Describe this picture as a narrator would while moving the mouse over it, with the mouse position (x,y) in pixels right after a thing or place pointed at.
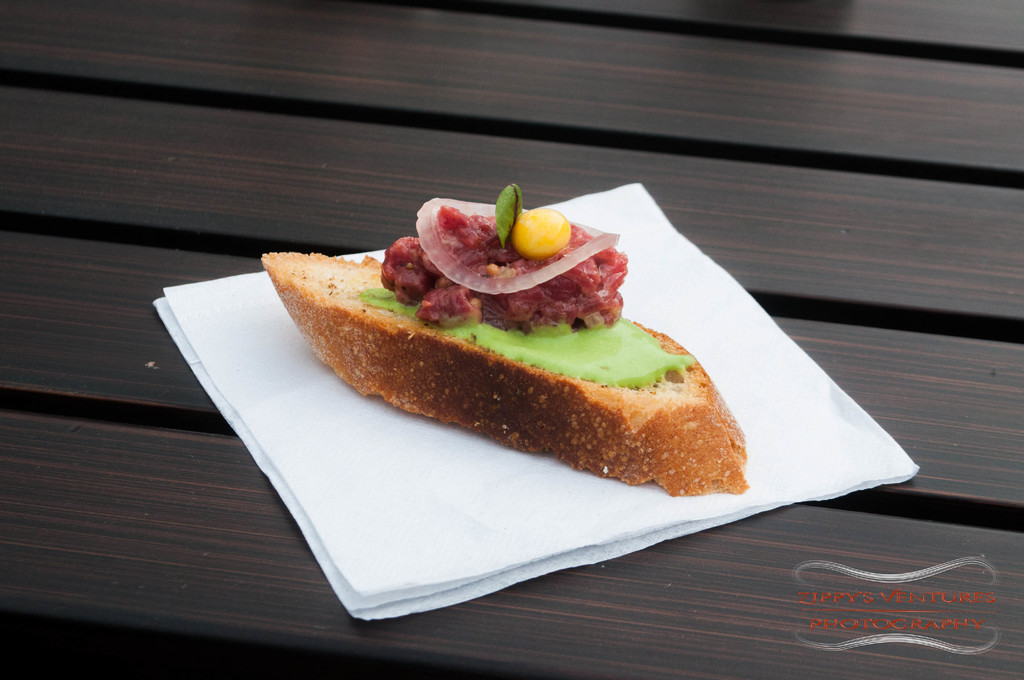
In this image I can see a food (539,415) on the white tissue (486,507). The tissue (753,447) is on the brown and black table (908,396). Food (652,408) is in brown, green, red and yellow color.
